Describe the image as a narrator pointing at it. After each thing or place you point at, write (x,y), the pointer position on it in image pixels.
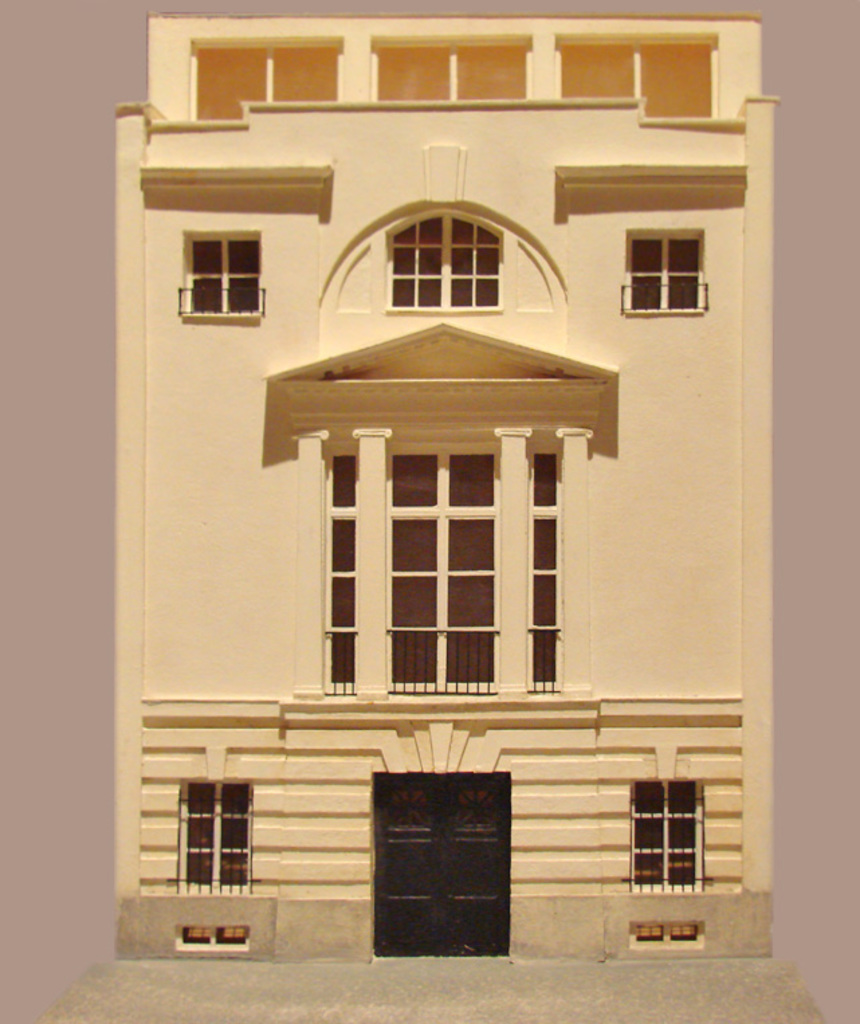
In this image I can see a building (454,608) which has windows (429,575) and doors (443,890).
